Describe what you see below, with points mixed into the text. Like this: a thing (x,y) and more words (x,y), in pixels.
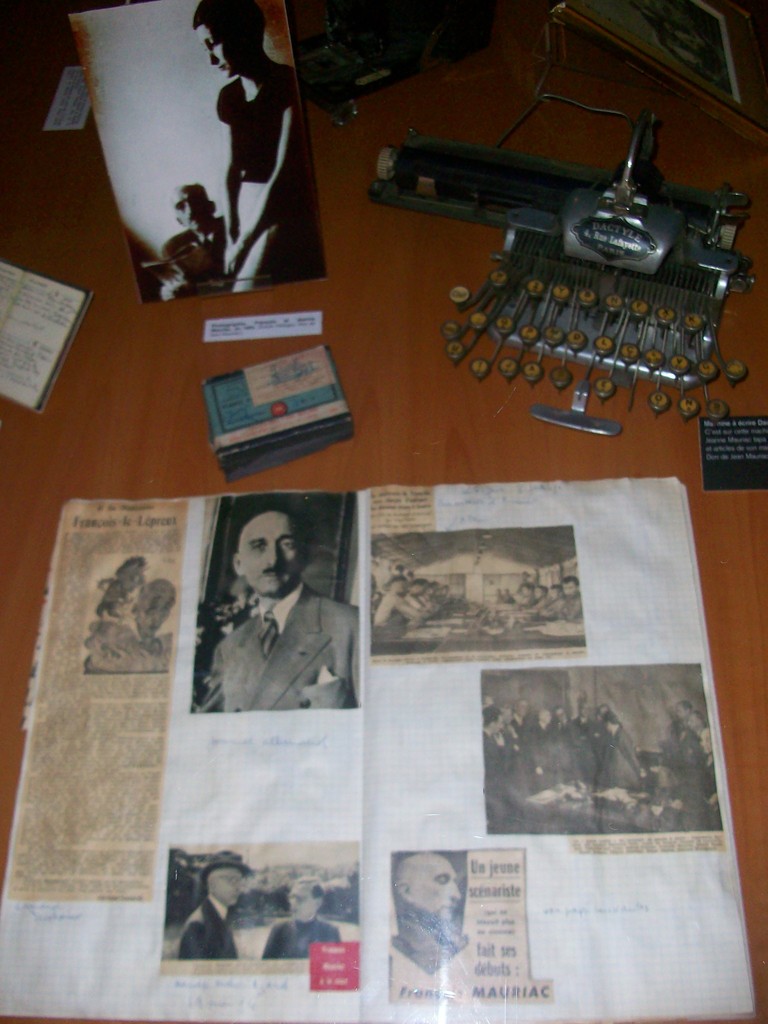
In this picture we can see a book (412,746), posters (606,735), pictures (530,688) of persons (557,725), cards (717,471), photo (591,715), and a machine (484,306) on the wooden platform (475,378).
